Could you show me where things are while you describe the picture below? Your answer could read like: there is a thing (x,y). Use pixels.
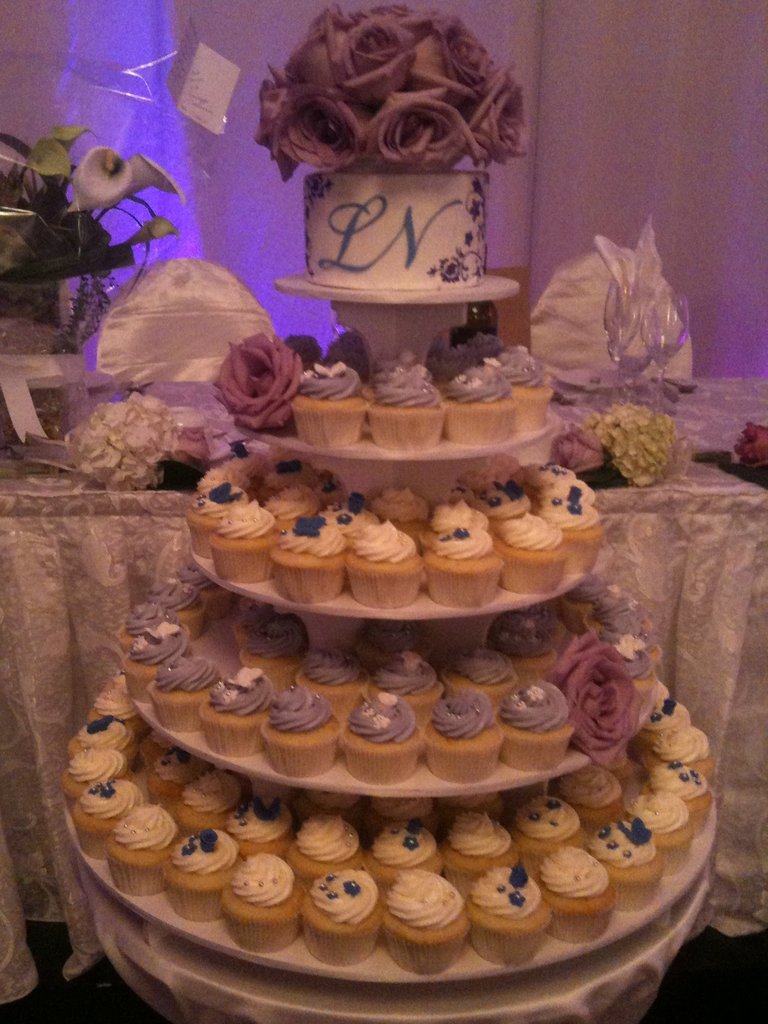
In the image in the center (277,492), we can see one cake (305,617). On the cake (315,947), we can see cupcakes (272,758), flowers (452,128), etc. In the background (753,208) there is a wall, table (19,554), cloth (24,543), glass (638,346), chair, flower (48,271) and a few other objects (38,291).
